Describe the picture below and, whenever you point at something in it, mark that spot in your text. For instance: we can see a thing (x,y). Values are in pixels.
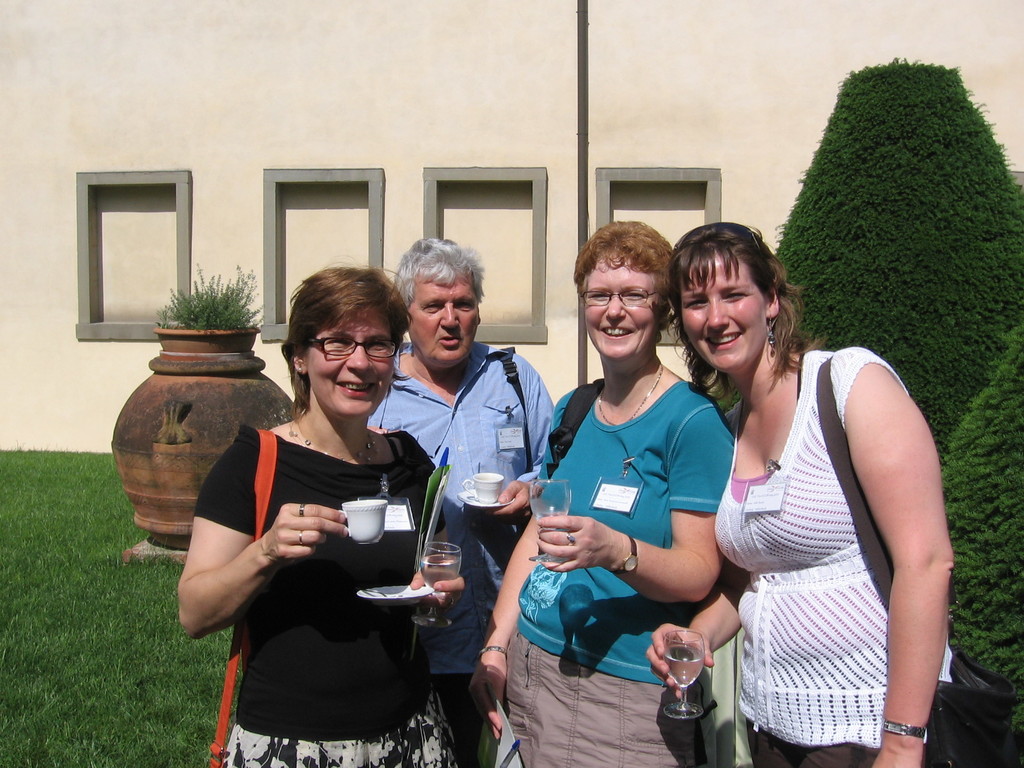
In This image in the foreground (560,567) there are four people (689,563) who are standing and they are holding some cups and glasses (685,642), in the background (474,164) there is a house plants flower pot (179,366). At the bottom (99,652) there is grass (72,669).
